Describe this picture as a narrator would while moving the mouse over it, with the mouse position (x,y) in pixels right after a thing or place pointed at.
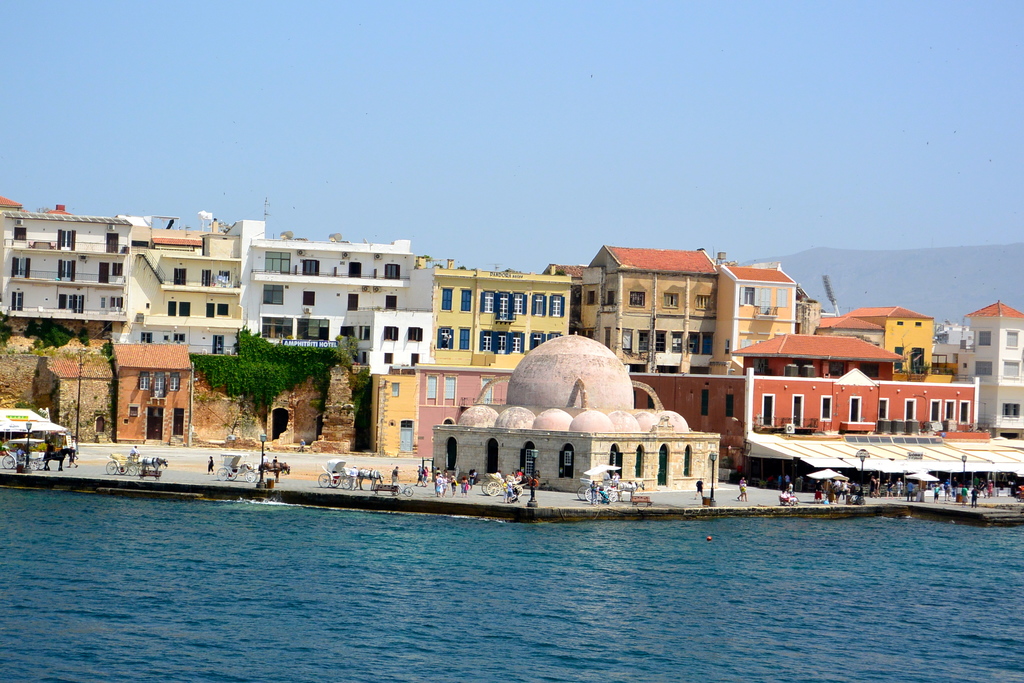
This image consists of many buildings (435,380). And we can see many people (439,479) in this image. In the front (340,463), we can see the horse carts (240,468). At the bottom (456,540), there is water (415,545). At the top (532,130), there is sky (299,110).
